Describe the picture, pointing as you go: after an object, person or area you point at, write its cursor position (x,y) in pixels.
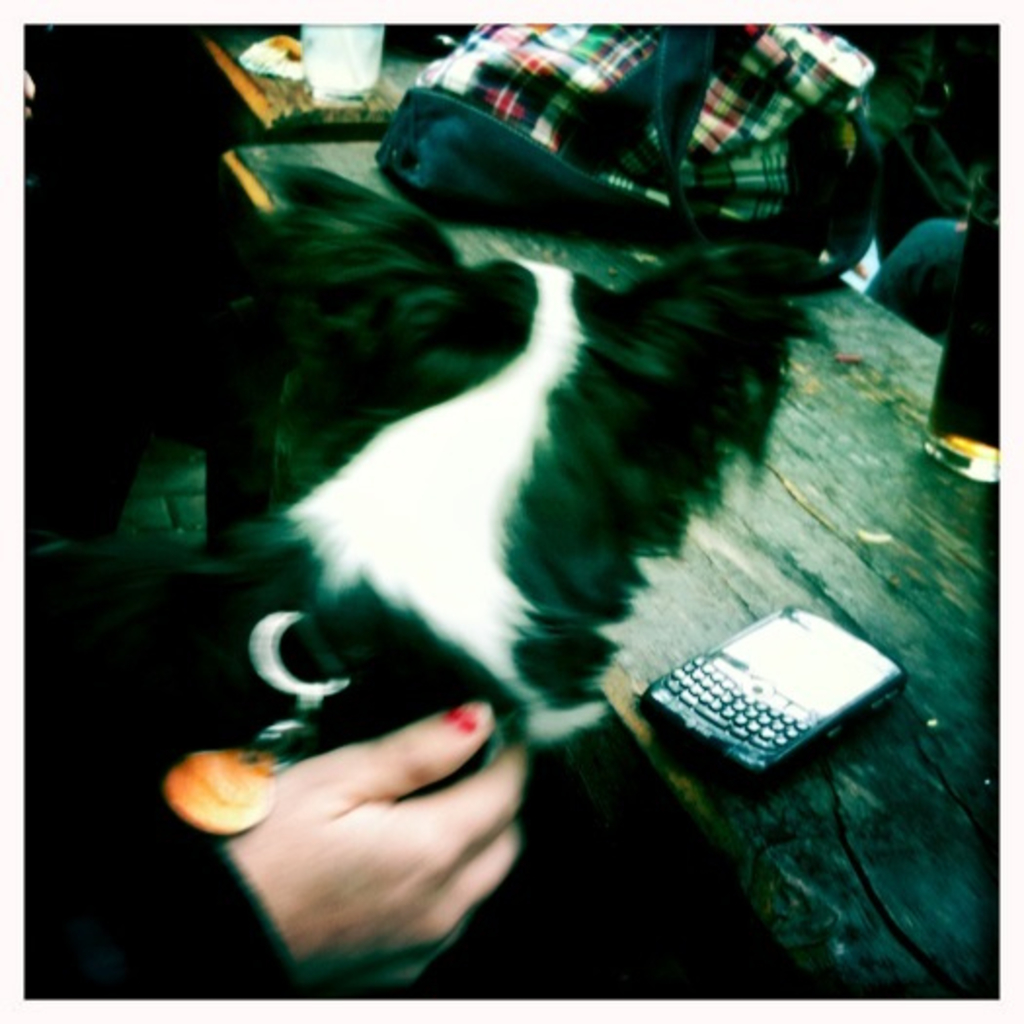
In the picture I can see a dog (378,531) which has a person hand (358,796) placed on it and there is a table (701,630) in the right corner (813,626) which has a mobile phone (824,697) and some other objects (683,104) placed on it.
